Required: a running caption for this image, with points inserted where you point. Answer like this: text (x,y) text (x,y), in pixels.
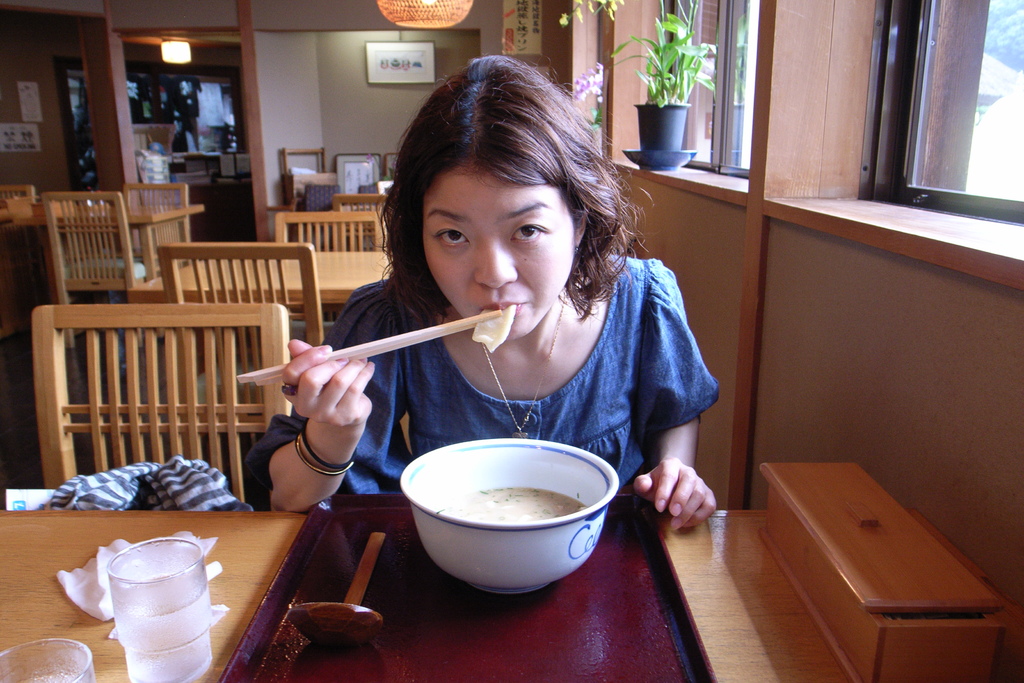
In the image there is a woman (546,289) who is sitting on chair (410,421) holding chopsticks (403,342) and eating something behind the table (282,534). On table (293,527) we can see a bowl (442,500) filled with some food (520,500), tray (498,653), glass (174,589), tissues (105,570) in background (118,90) we can see pillar (118,90), frames (370,70), wall (363,96) which is in white color. On right side (684,75) there is a plant (681,72) with flower pot (678,123), windows (724,97).
